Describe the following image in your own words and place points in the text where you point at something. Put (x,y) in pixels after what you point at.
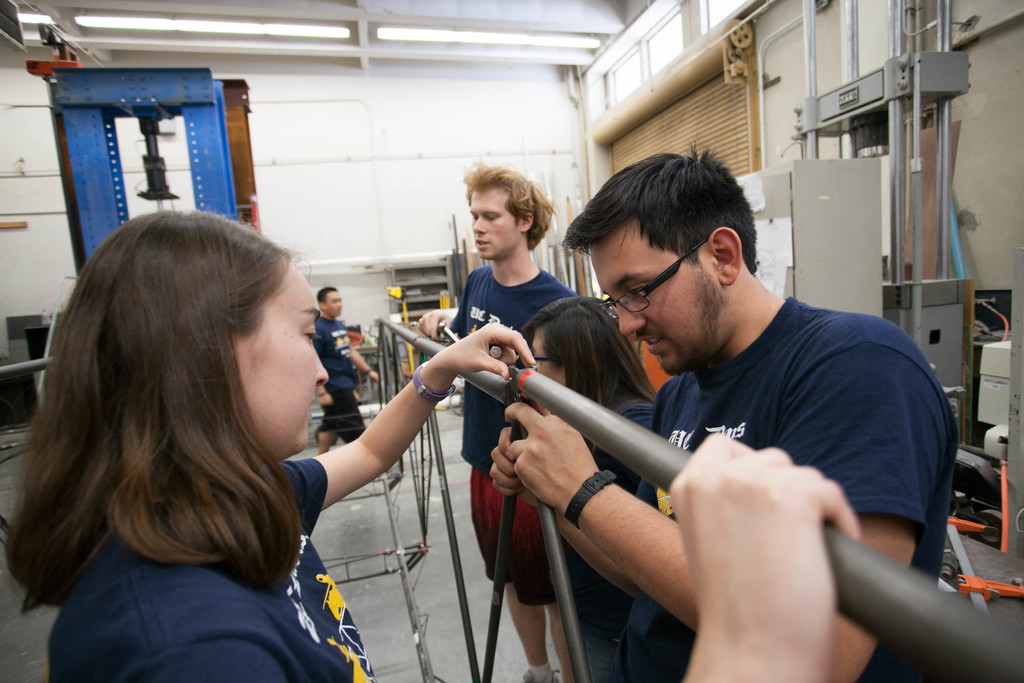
In this image we can see people (779,344) and there are rods (568,388). In the background (339,88) there is a wall (358,105) and we can see some equipment (978,315).
